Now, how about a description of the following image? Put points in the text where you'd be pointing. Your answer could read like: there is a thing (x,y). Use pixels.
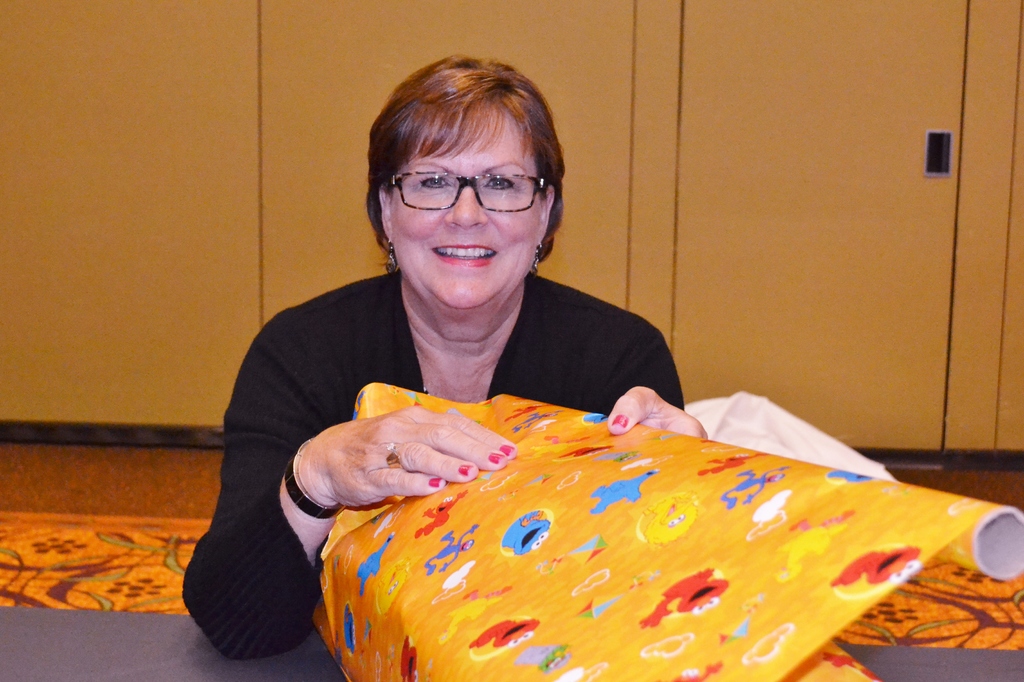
In the picture we can see a woman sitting near the table (9,625) and holding a color paper roll (450,652) and on it we can see some cartoon images (482,645) and she is in a black dress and behind her we can see the floor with a mat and we can also see some cupboards (916,185).
